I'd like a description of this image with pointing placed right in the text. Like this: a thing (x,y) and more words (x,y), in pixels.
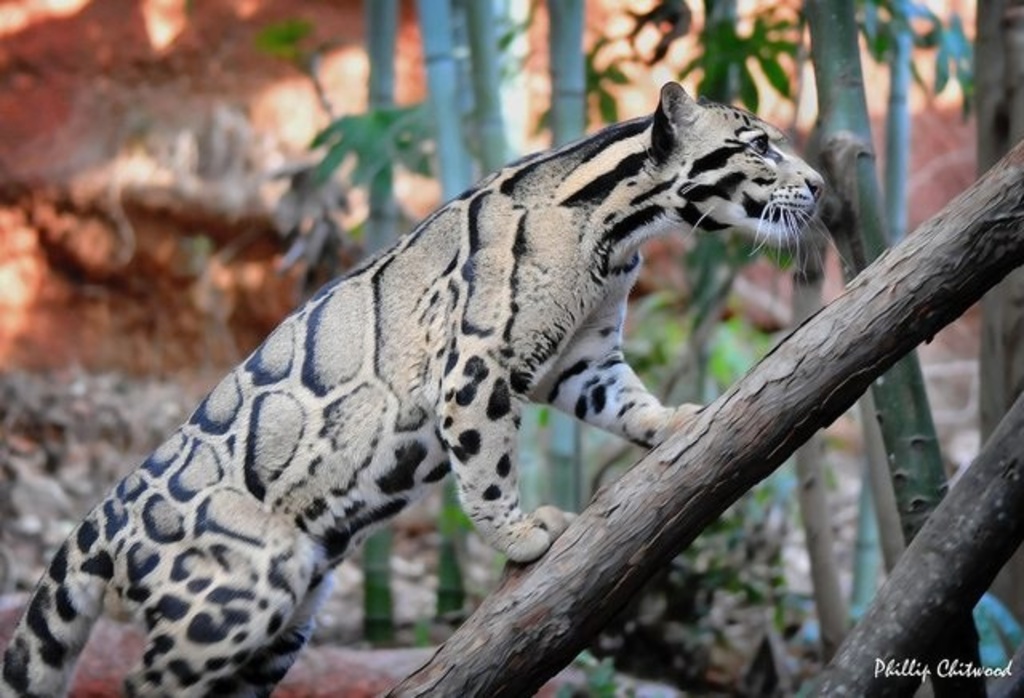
In this image we can see a animal (45,652) on the tree branch (991,215). In the background of the image (293,230) there are trees (975,44) and stones (34,494).
